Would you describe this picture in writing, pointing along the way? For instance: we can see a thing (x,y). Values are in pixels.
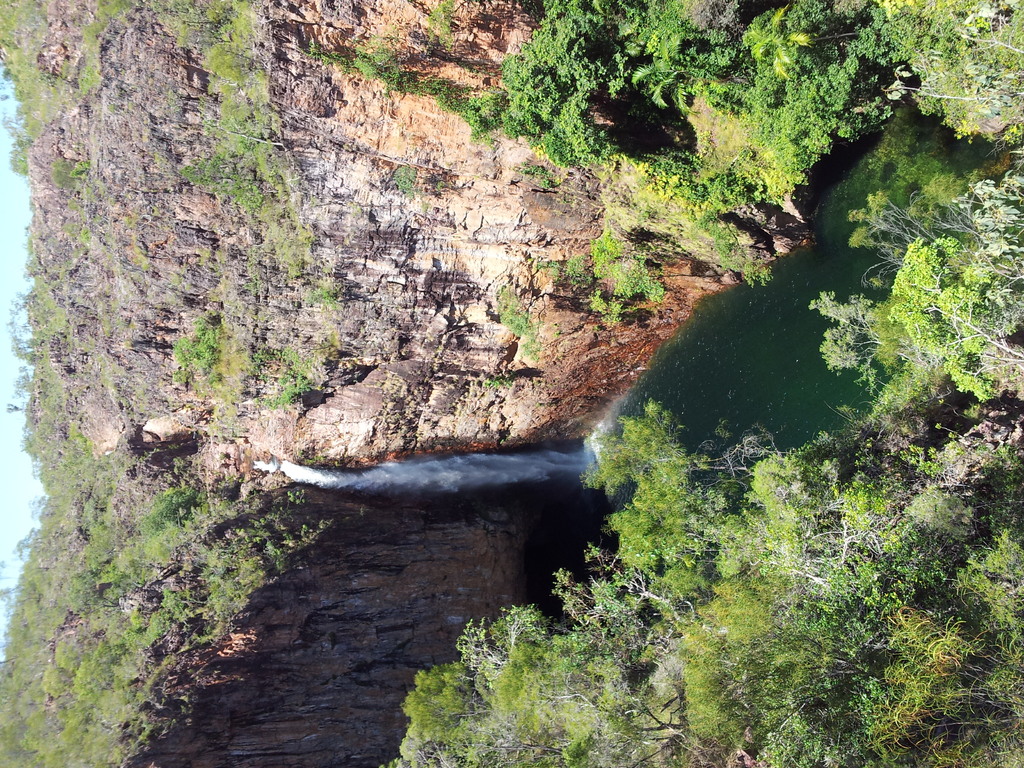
In this image I can see few trees (787,556) which are green in color, the water (795,445), a mountain (416,214) and water (352,483) falling from the mountain (342,443). In the background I can see the sky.
